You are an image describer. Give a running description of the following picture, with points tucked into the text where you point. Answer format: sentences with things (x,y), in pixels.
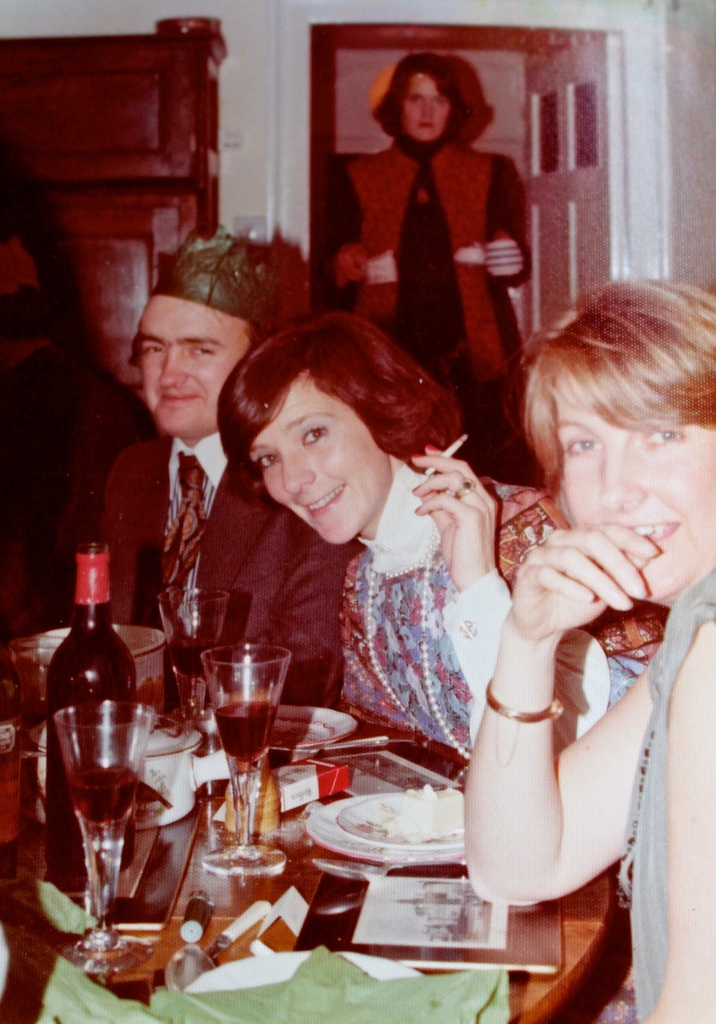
In this picture there are people (240,454) those who are sitting around the table (579,1000) in the image, table (223,847) contains glasses (83,957), bottle (7,680), plates (307,712), and other items (223,1012) and there are cupboards (47,187) in the background area of the image (108,154), there is a lady (439,149) who is standing at the door (594,88) in the background area of the image (413,143).
